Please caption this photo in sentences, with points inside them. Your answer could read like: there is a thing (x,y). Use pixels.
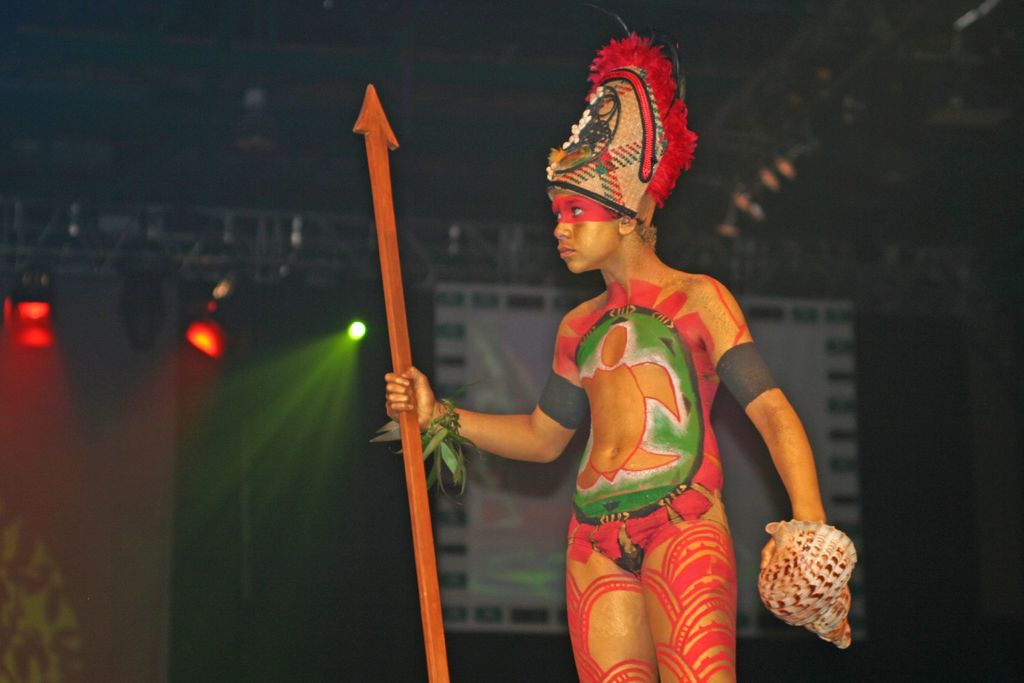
In this image in the foreground (827,625) we see a boy (682,552) holding a stick (444,680) and also some kind of instrument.
